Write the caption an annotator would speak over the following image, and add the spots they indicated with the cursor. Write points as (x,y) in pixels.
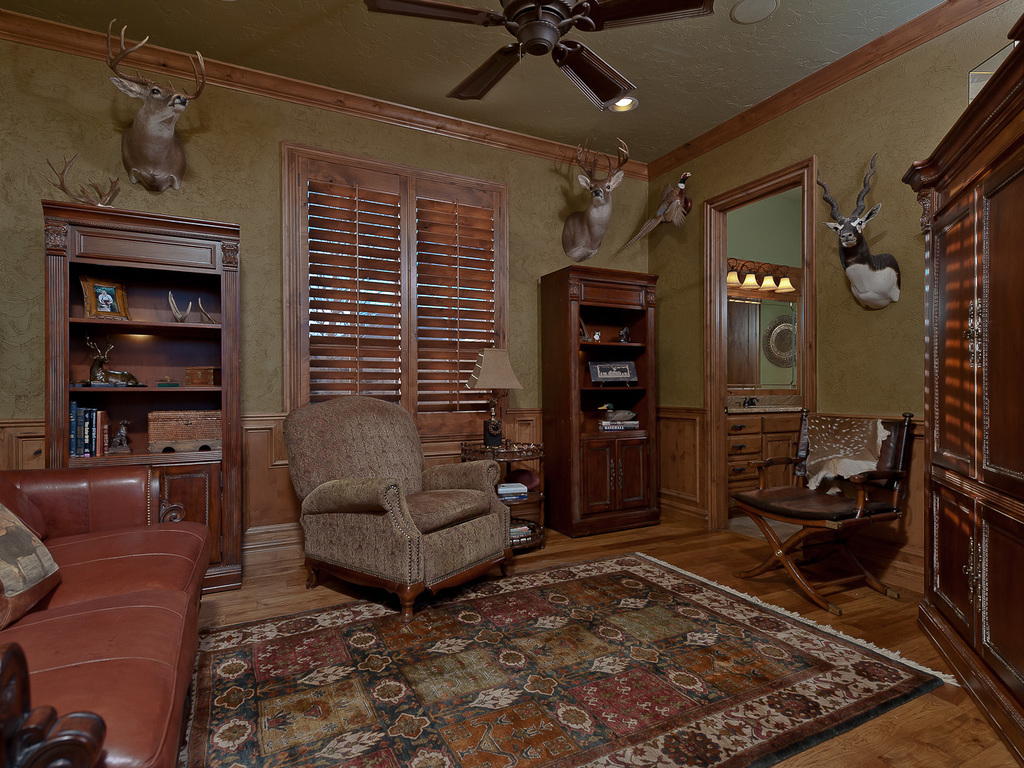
This looks like a living room (461,407). This is a couch (126,673) and chairs (481,517). This is a carpet (601,690) on the floor (549,557). I can see a lamp (498,446) placed on the table (483,447). This is a ceiling fan (535,50) attached to the rooftop (601,38). These are the animal faces (152,143) attached to the wall (888,241). This looks like a rack (155,353) with books (95,437), frame (105,314) and few other things (110,380) inside it. These are the lamps (790,289). I think this is the window (383,317) which is closed. This looks like a wardrobe (988,326).
